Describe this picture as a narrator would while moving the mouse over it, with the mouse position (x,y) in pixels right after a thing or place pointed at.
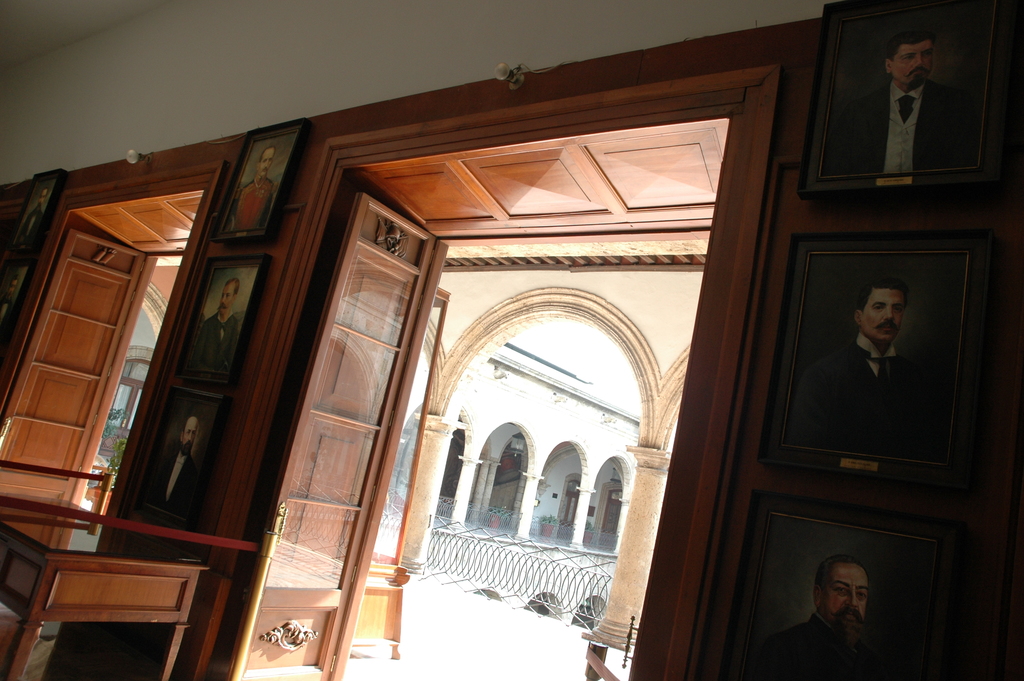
In this picture I can observe photo frames (240,306) on the wall (236,249). There is a table (16,544) on the left side (61,575). I can observe some doors (81,420). In the background (591,495) there are pillars (416,511) and a fence (483,562).
